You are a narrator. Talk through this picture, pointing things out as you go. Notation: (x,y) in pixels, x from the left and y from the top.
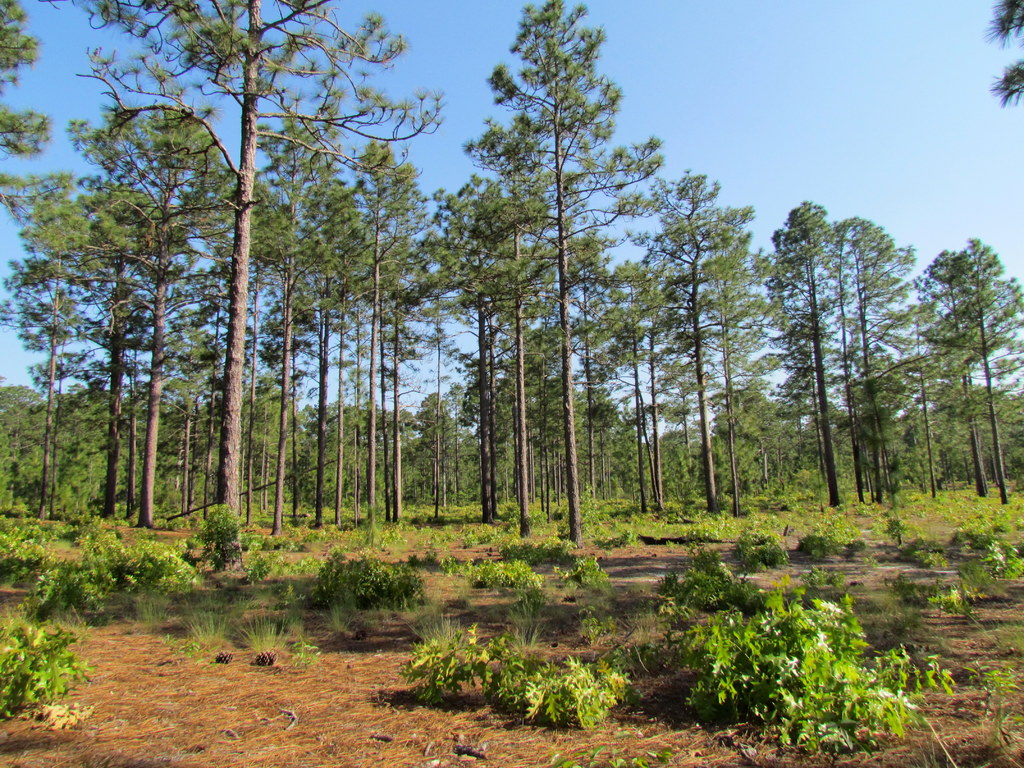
In the image we can see there are lot of trees (435,399) and there are small plants (535,681) on the ground (623,726).
